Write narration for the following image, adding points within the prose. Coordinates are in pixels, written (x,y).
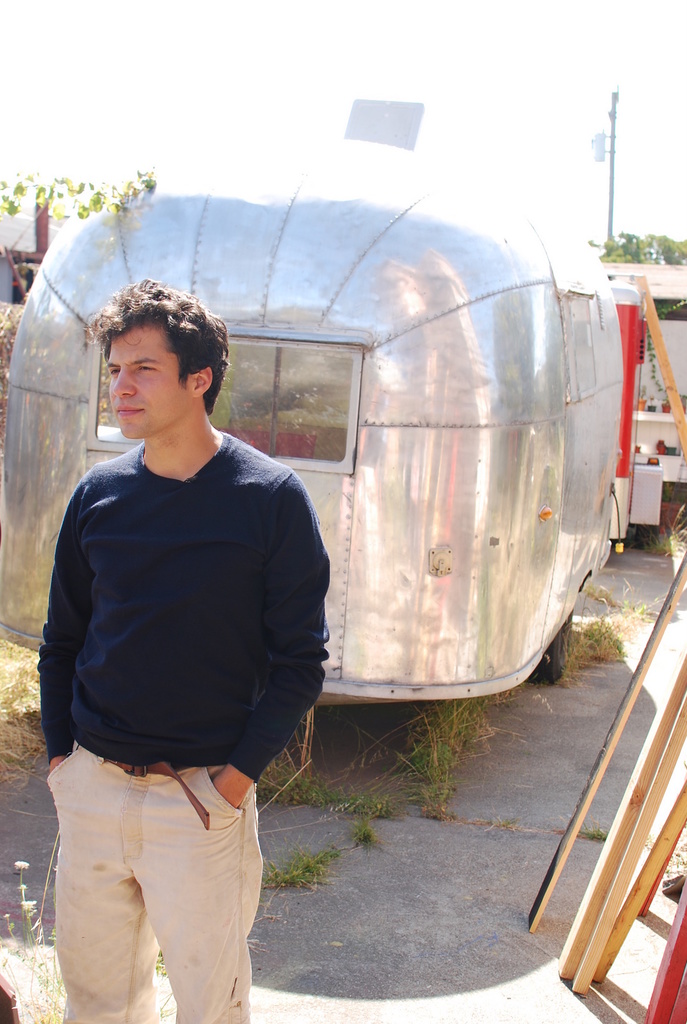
In the foreground of this image (196,611), there is a man (214,778) standing. In the background (494,454), there is a vehicle (494,454), few wooden sticks (606,881) on the right bottom (603,900). In the background (633,220), there is a pole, few trees (81,194) and the sky (457,91).
